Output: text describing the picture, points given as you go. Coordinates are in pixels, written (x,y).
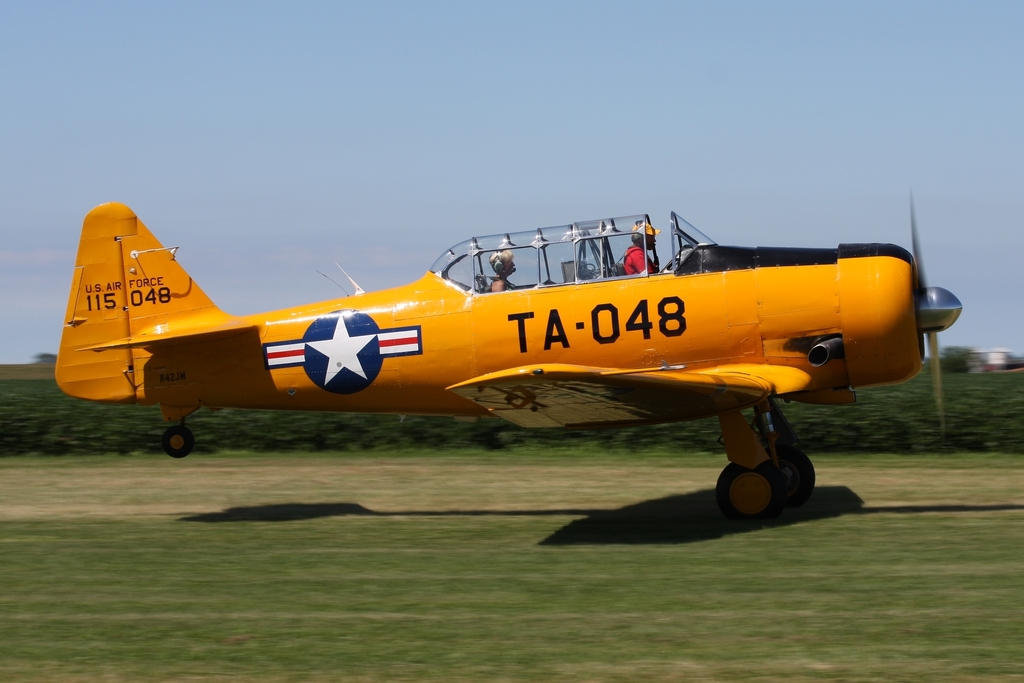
In the picture I can see an aircraft (673,319) and I can see two persons (496,259) in the aircraft (578,269). I can see the green grass (257,548) at the bottom of the picture (629,533). In the background (20,435), I can see the trees (513,436). There are no clouds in the sky (320,117).
